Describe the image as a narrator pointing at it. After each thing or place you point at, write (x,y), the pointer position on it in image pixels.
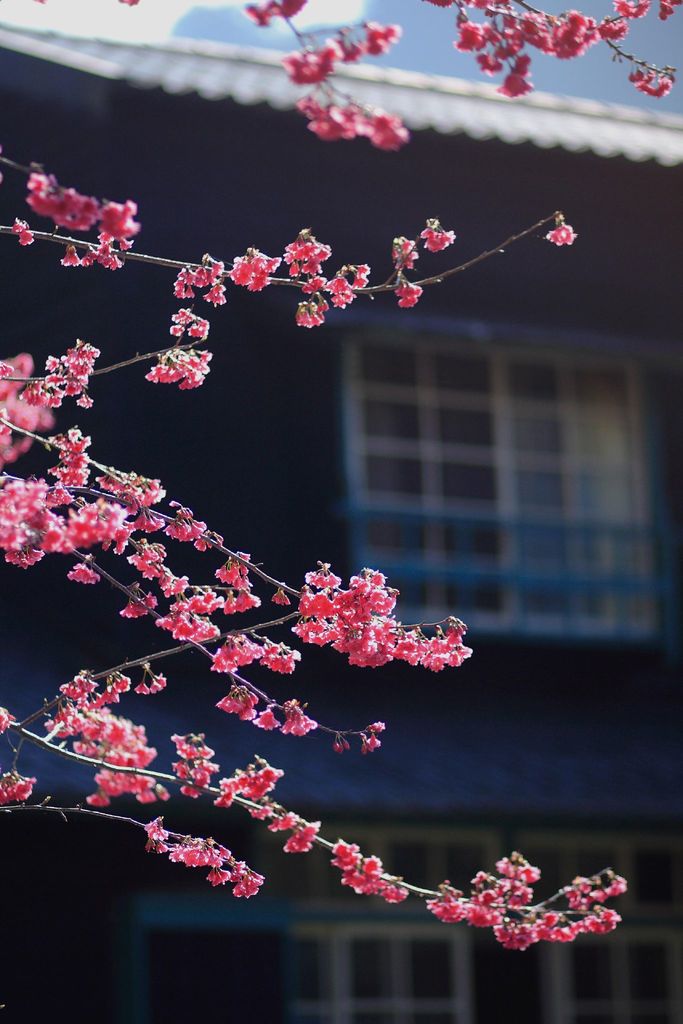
In this image I see the flowers (368,50) on the stems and I see the flowers (251,652) are of pink in color. In the background (395,112) I see a building (417,619) over here and I see the windows (477,619).
